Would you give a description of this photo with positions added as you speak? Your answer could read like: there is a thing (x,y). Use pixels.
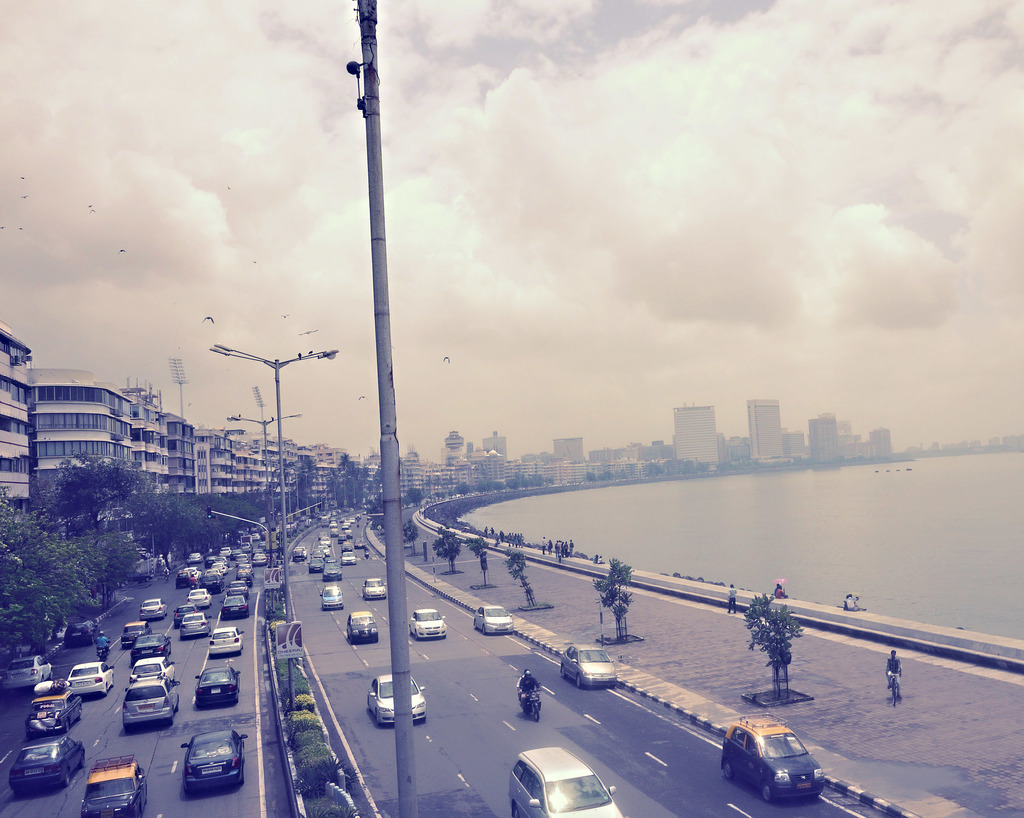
In the picture I can see the vehicles (356,520) on the road (300,577). I can see the light poles (280,456) and trees (107,497) on the side of the road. I can see a man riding a bicycle (893,672) on the side of the road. I can see a few people (500,542) walking on the side of the road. There is an ocean (721,484) on the right side (840,510). In the background (228,465), I can see the buildings (240,458). I can see the birds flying in the sky (345,264) and there are clouds (632,241) in the sky (750,192).
